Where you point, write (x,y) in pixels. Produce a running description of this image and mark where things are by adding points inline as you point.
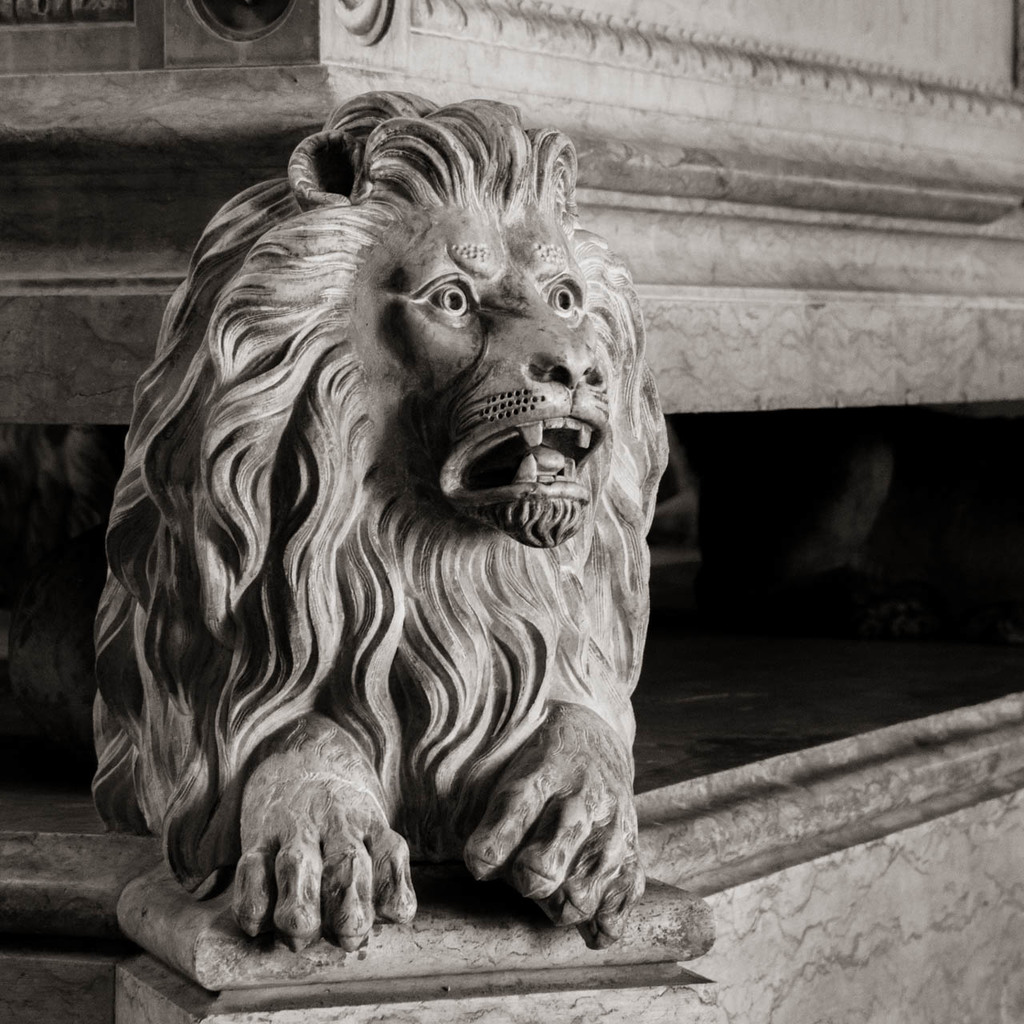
This is a black and white picture. Here we can see a statue (556,576) of an animal (527,552) and there is a wall (890,198).
